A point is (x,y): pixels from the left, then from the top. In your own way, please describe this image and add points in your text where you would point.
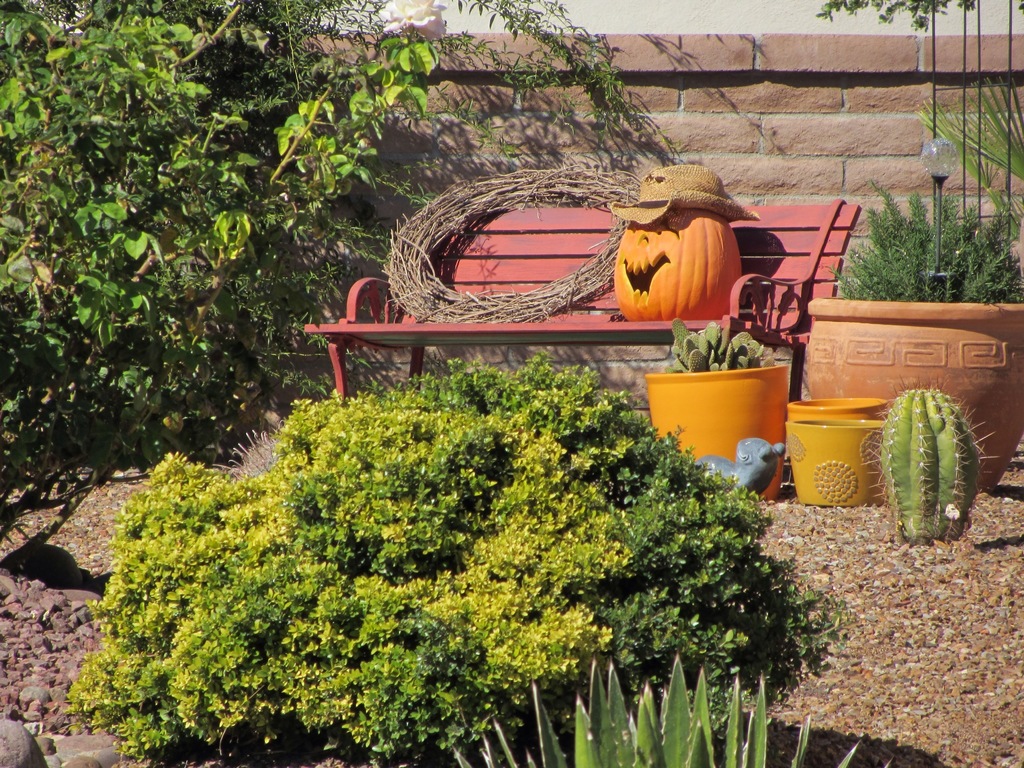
At the bottom of the picture (363,554), we see the shrubs (587,542) and the stones (52,645). On the right side (918,420), we see a cactus plant (937,460). Behind that, we see the flower pots (821,434) in yellow color. Behind that, we see a plant pot (955,311) and a light pole (934,241). In the middle (519,334), we see a bench (598,320) on which carved pumpkin (630,244) and a wooden thing (516,311) are placed. On the left side (242,41), we see the trees (183,237). In the background (535,103), we see a wall (751,117) which is made up of bricks (816,128).
